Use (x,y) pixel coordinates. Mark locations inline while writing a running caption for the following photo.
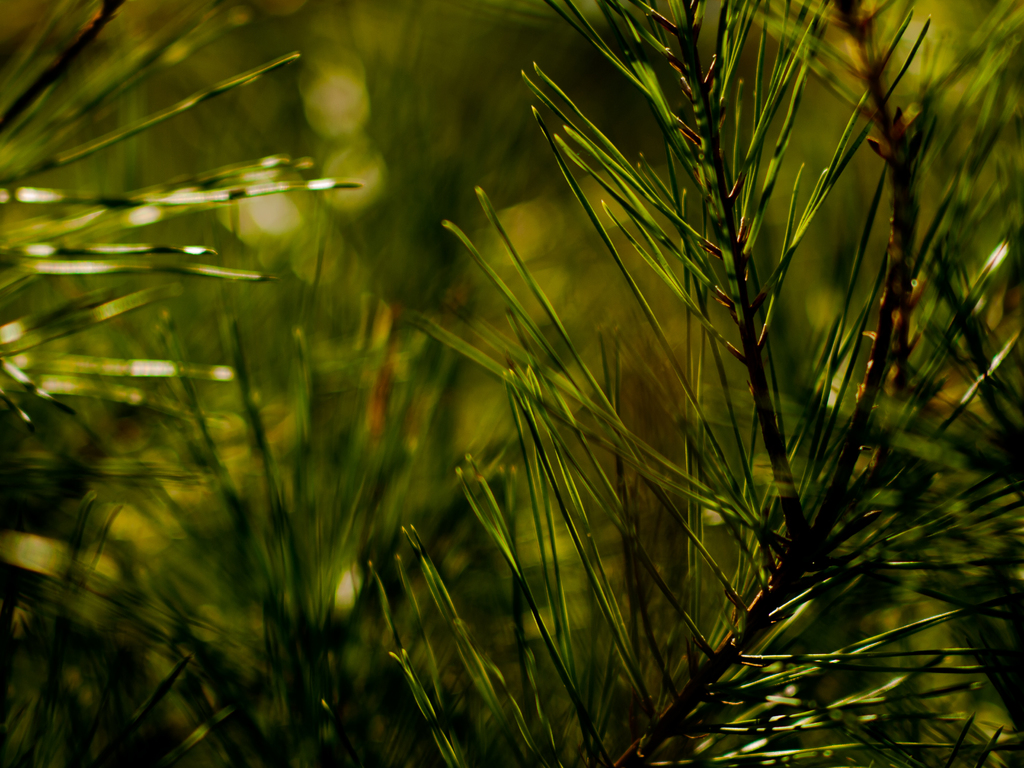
In the picture we can see a plants (814,547) with leaves (577,539).
